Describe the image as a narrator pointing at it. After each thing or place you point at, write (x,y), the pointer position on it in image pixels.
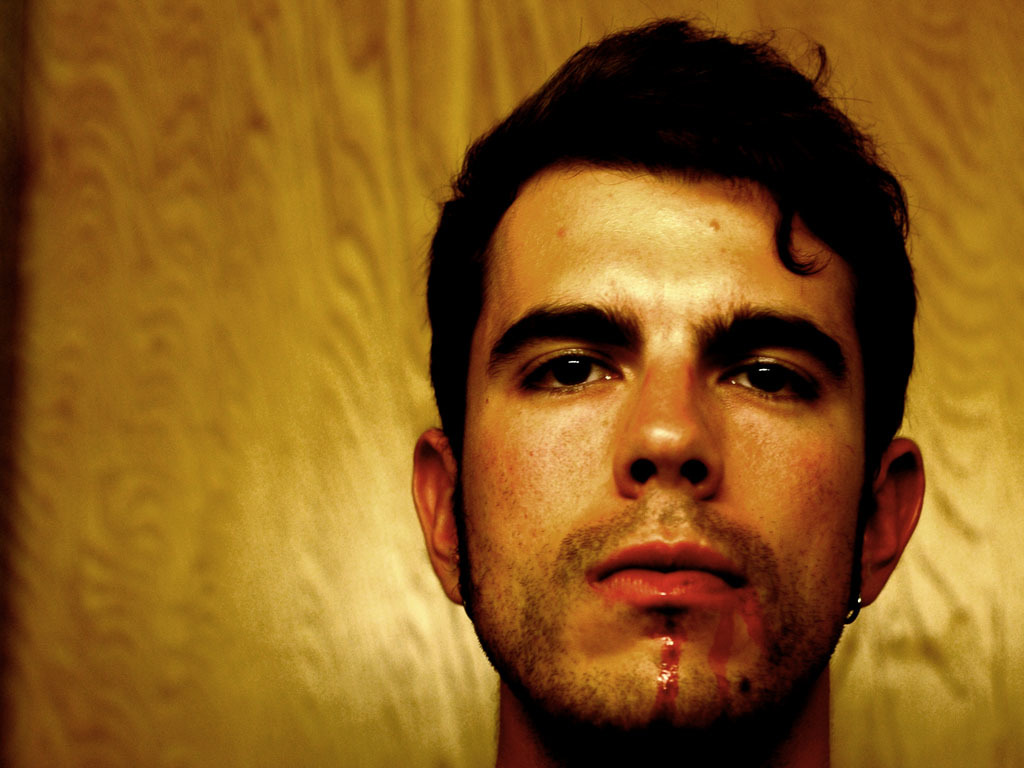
This is a zoomed in picture. In the foreground (855,251) we can see a man (752,666). In the background (301,52) there is an object (301,188) seems to be the wall (424,54).
